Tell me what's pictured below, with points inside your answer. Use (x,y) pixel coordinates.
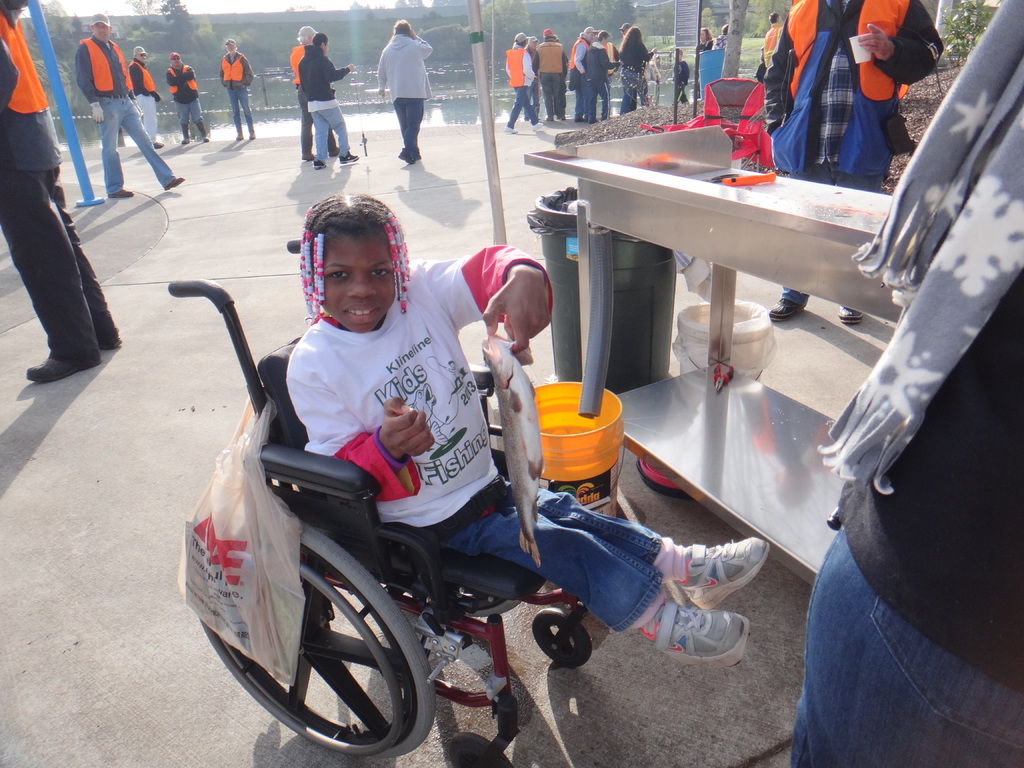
In this picture there is a girl (366,411) sitting on the chair (483,763) and she is holding the fish (529,500). On the right side of the image (794,486) there is a table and there are buckets (542,422) and there is a dustbin (650,377) and there are two persons (946,269) standing. At the back (239,115) there are group of people (32,88) walking and there are group of people (118,66) standing. At the back (176,9) there are trees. At the top (89,9) there is sky (73,9). At the bottom (519,764) there is a pavement (104,598).
